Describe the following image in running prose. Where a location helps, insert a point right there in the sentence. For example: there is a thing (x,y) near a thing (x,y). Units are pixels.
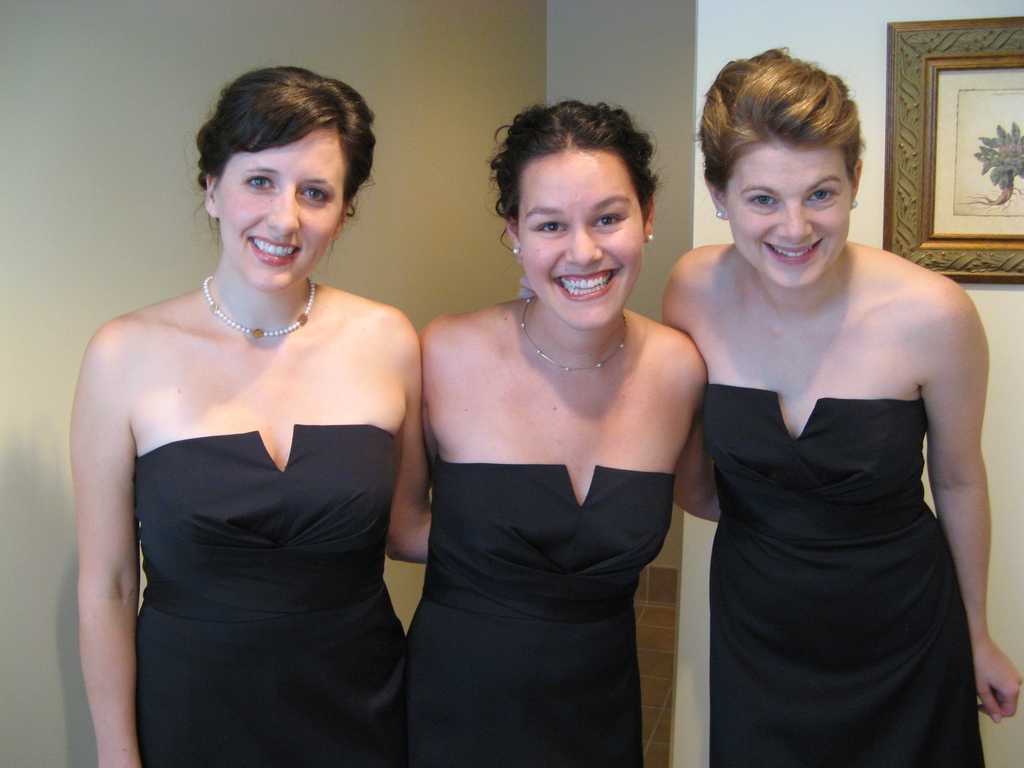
In this image we can see women (513,497) standing on the floor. In the background (923,84) there is a wall (824,23) and photo frame (938,116).
